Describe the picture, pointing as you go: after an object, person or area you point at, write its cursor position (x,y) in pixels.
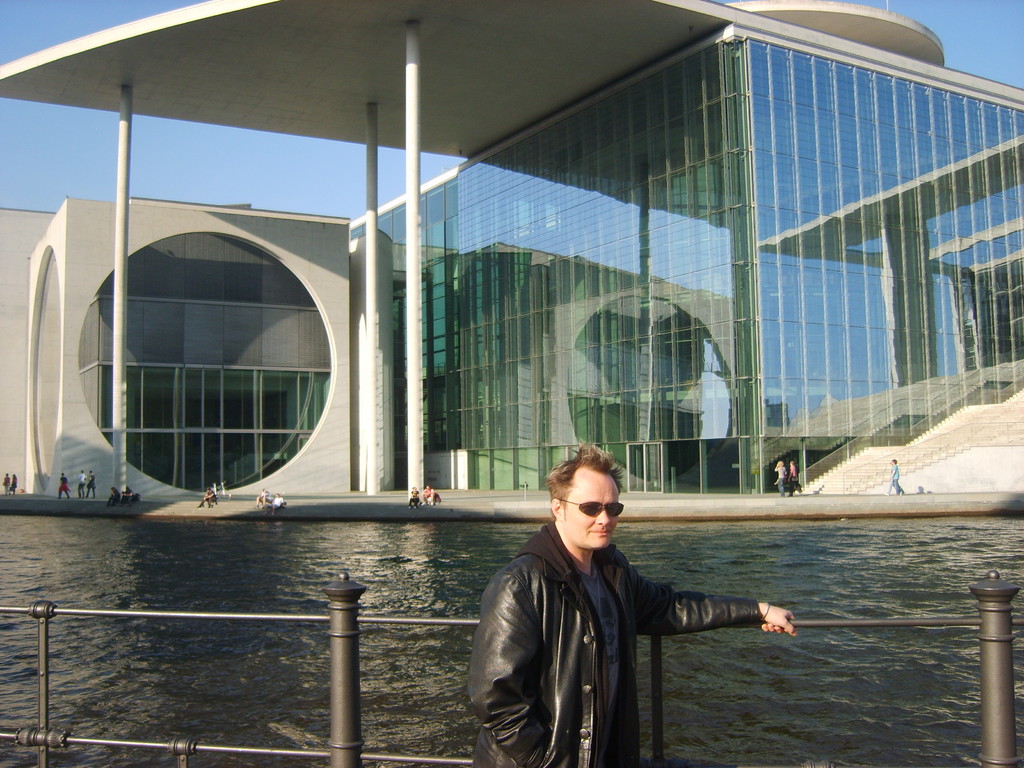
In this image we can see a person (542,580) standing and holding the rod (822,624) of a railing (990,651), behind the person (503,580) there is a river (356,546). At the center of the image (383,345) there is a building (305,399) and few people (279,501) are walking on the pavement (784,499). In the background (165,156) there is a sky (232,159).
